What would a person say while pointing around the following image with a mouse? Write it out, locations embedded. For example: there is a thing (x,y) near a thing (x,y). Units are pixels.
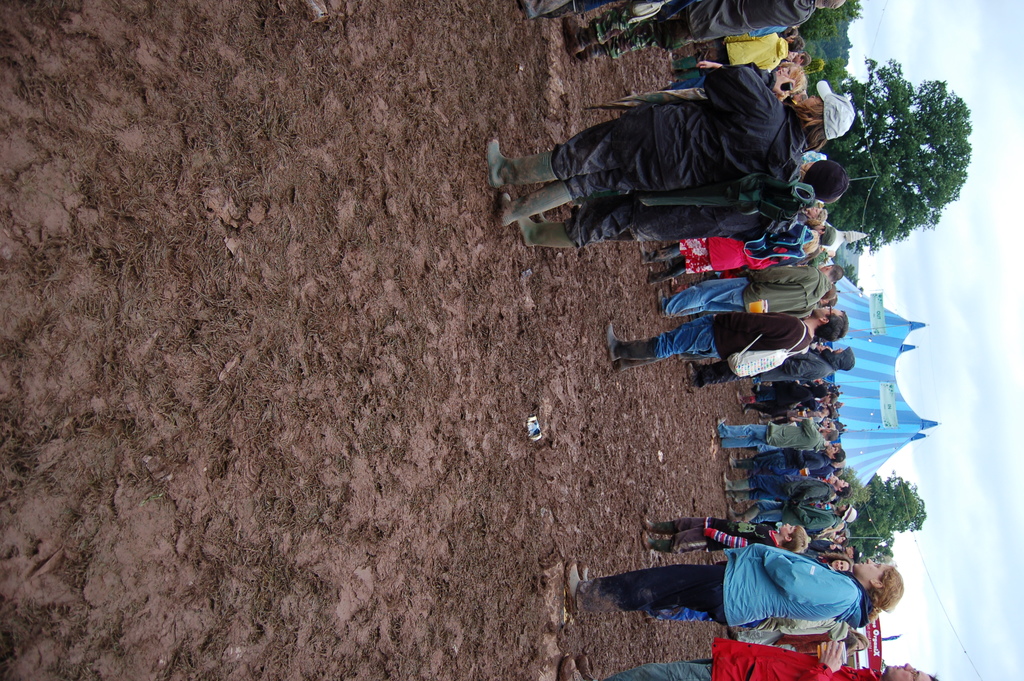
In a given image I can see a sand (560,389), people (770,653), trees (841,211), shed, board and in the background (961,371) I can see the sky (951,326).
